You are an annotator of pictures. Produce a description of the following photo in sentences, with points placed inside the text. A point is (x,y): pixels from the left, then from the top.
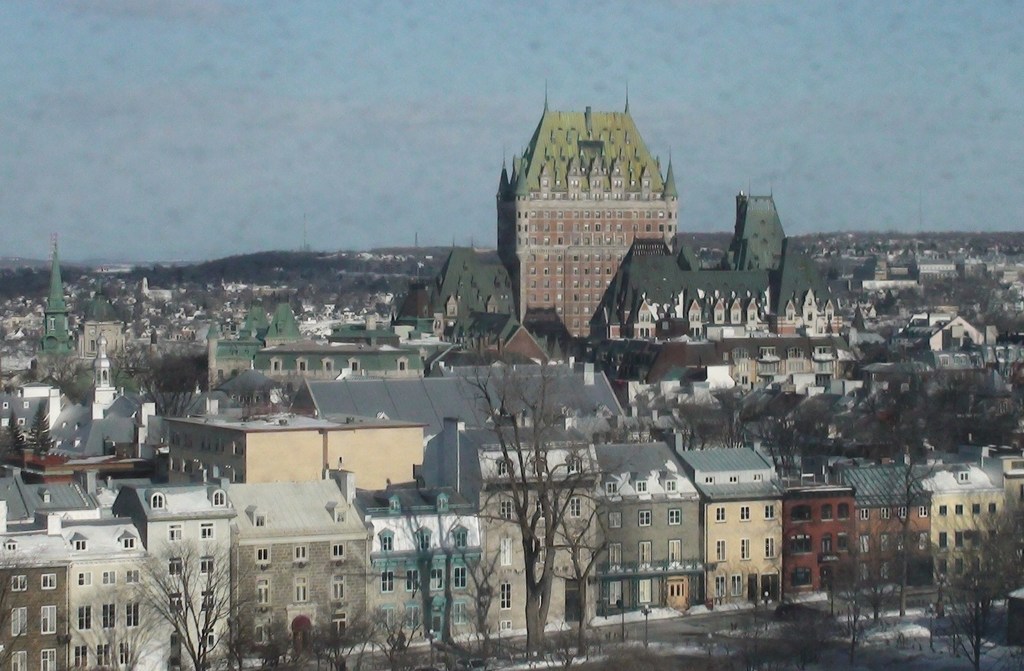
At the bottom (550,579) there are bare trees (593,555), there are very big buildings (530,311) in this image. At the top (389,162) it is the sky (314,196).
